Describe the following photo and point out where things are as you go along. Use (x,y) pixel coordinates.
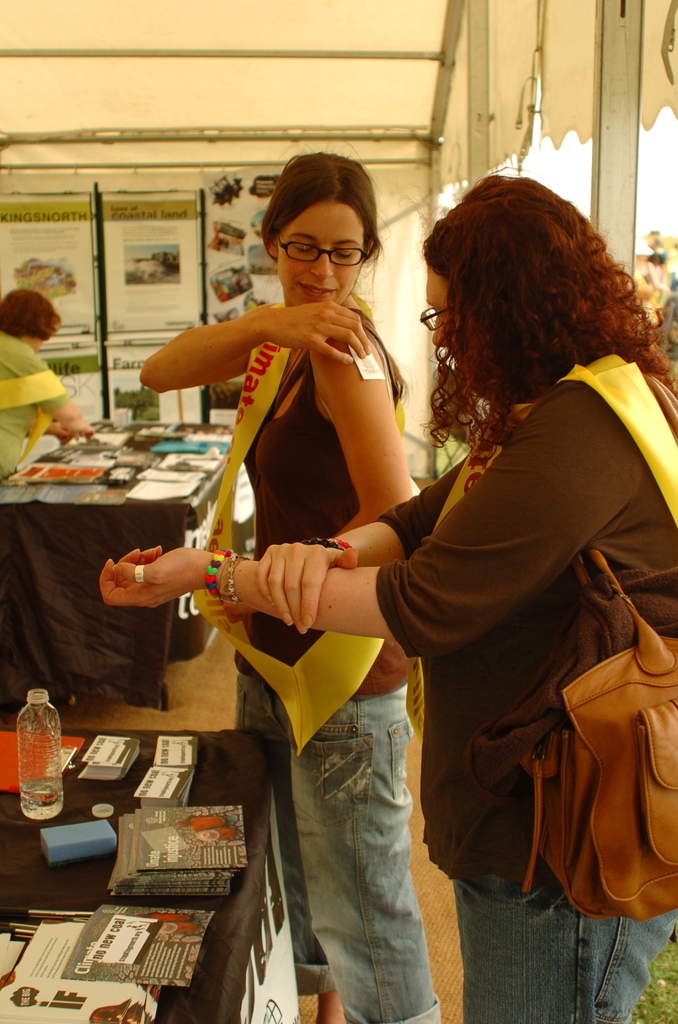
This picture shows two women (365,432) standing and a woman (498,573) holding a handbag (608,849) and we see few ornaments (339,545) to their hands (154,588) and we see few papers (53,999), water bottle (38,807) on the table (17,820) and we see a woman (10,401) standing On the other side and taking papers (94,470) from another table (94,601) we see posters (176,281) on the wall (217,389).
